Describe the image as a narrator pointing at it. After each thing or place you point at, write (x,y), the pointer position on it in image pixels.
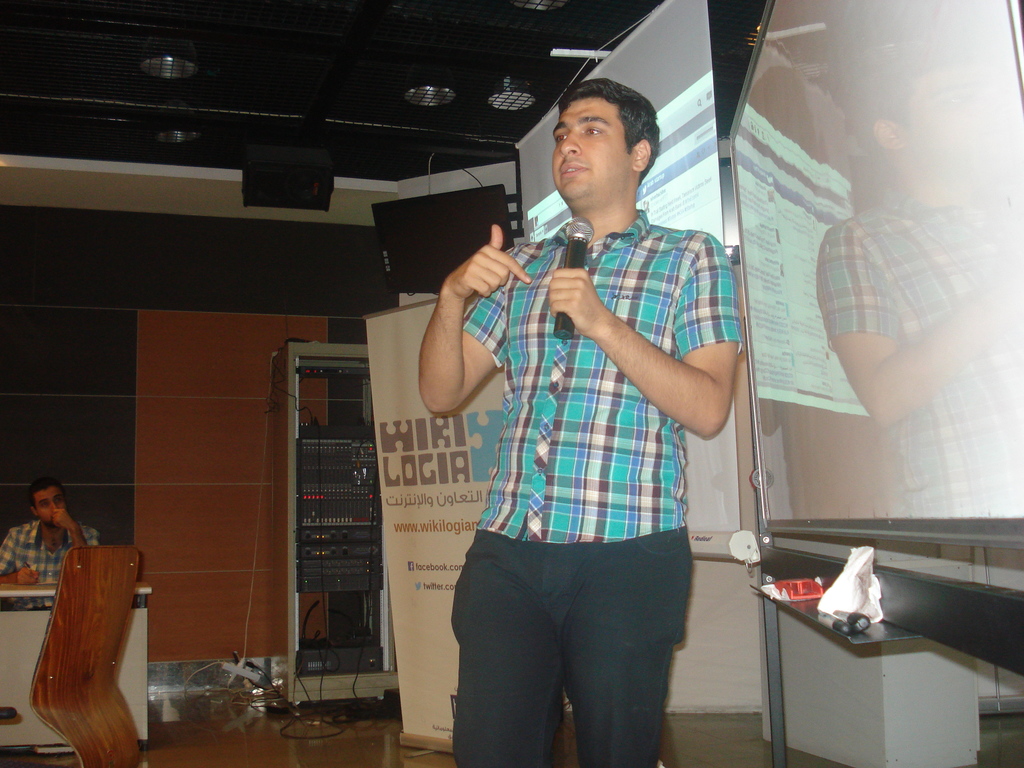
In this image there is a man (578,397) holding a mike (584,257) and standing on a floor (360,763), beside him there is a white board (822,359), in the background (700,25) there is a screen (427,248) and electrical devices (300,534) and a person (43,564) sitting on a chair (109,564) near a table (35,592).
